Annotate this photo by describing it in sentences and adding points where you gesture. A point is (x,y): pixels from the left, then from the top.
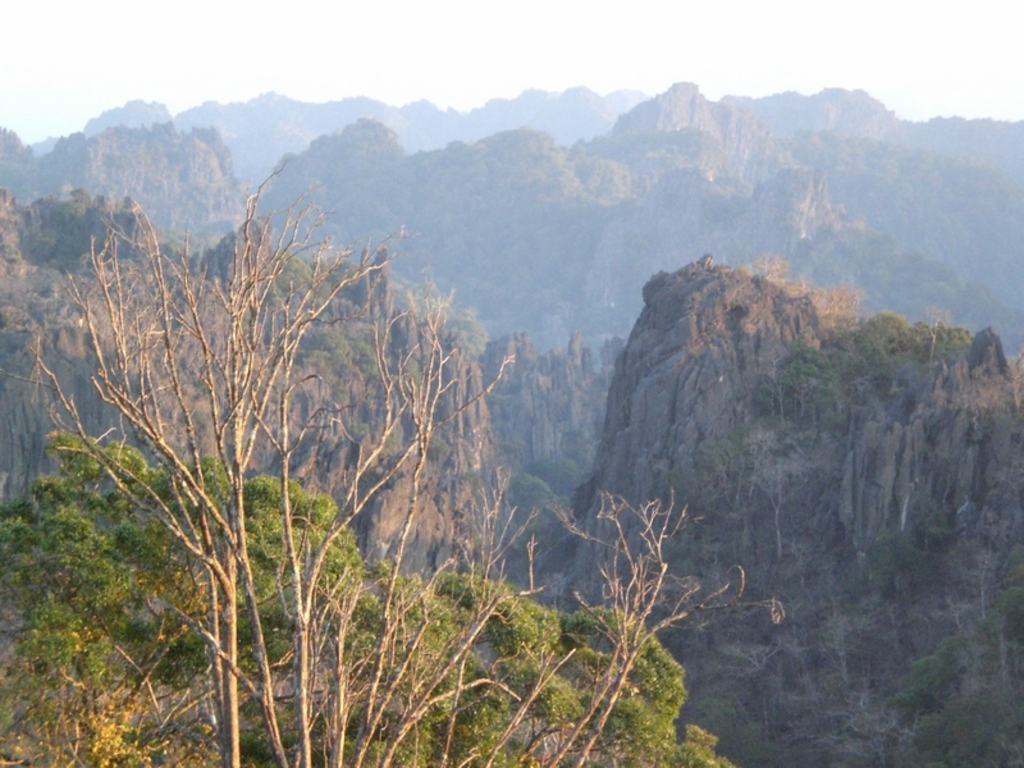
In the center of the image (383,500) there are mountains (602,558). At the bottom of the image (438,620) there are trees (395,721).
